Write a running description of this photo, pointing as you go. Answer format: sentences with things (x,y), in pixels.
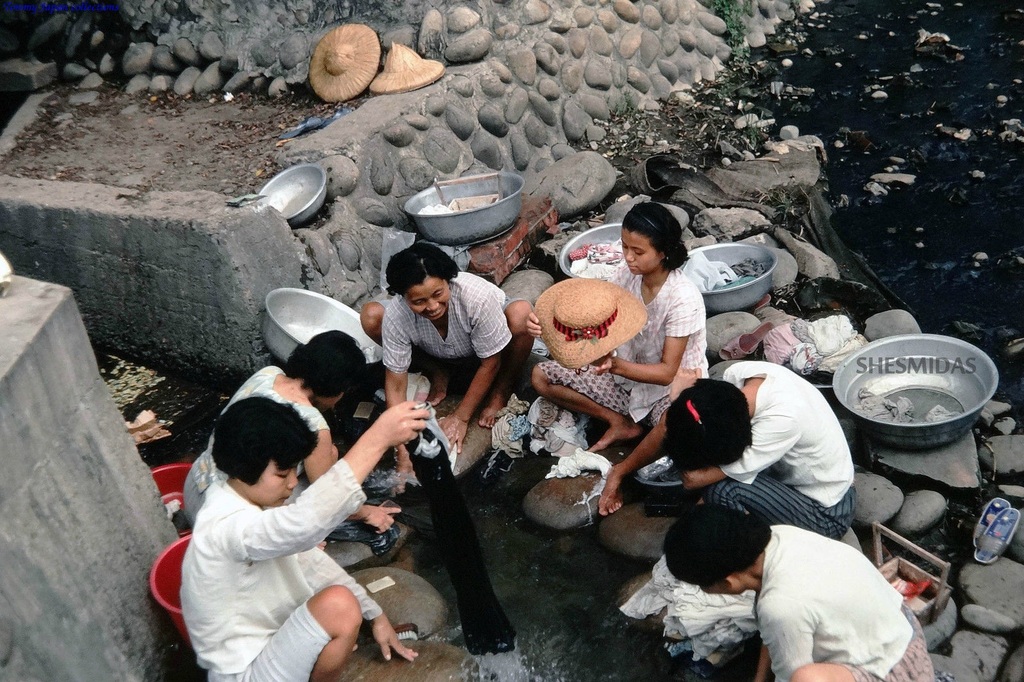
In the image in the center (479,305), we can see a few people (478,332) are sitting and they are holding some objects (654,473). On the background (542,45), we can see stones (482,41), water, buckets (976,367), clothes (825,350), etc.
